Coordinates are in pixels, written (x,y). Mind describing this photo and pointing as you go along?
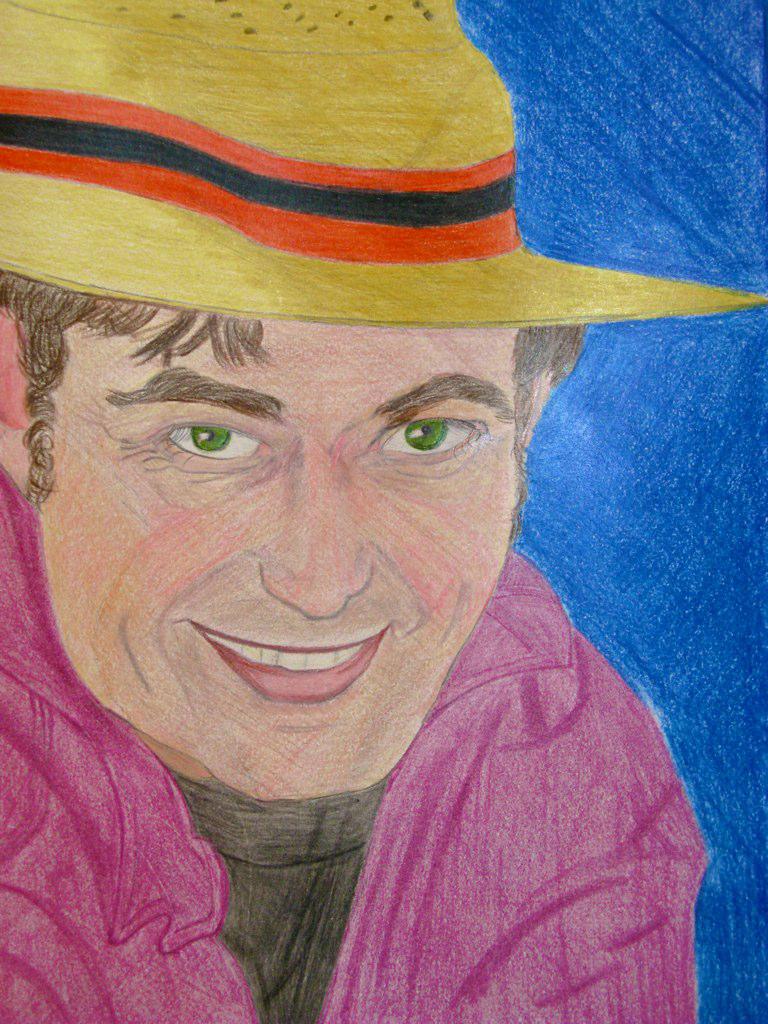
In this picture we can see a painting (69,615) of a man (340,371) smiling and he wore a cap (436,249).
